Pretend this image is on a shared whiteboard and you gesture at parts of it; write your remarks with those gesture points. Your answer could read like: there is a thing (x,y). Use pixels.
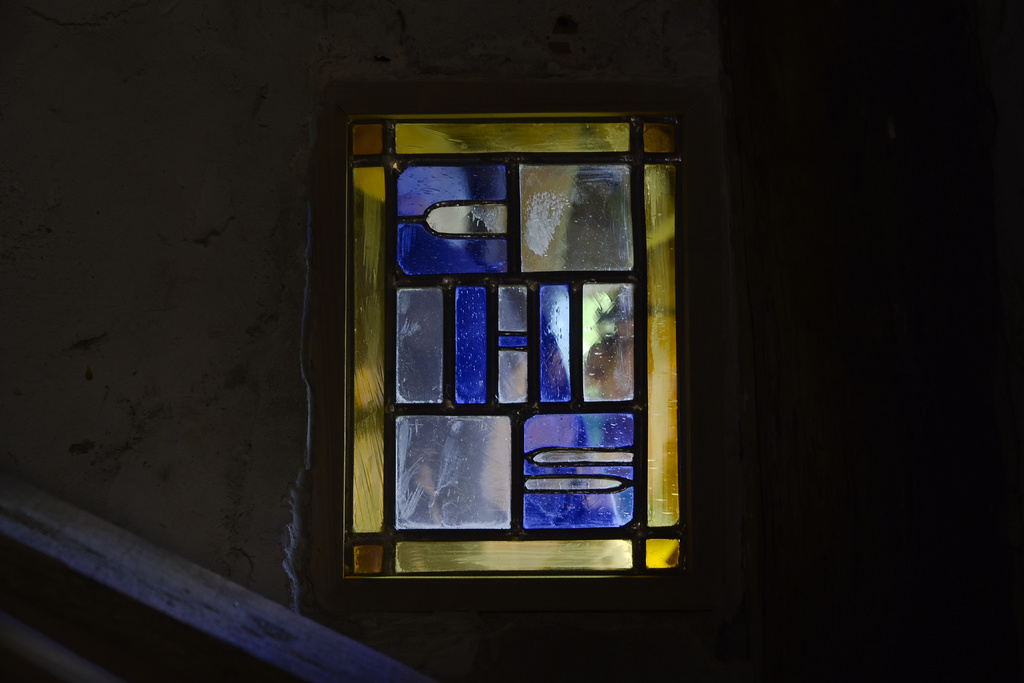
In this image we can see a window (417,321) with glass (406,308). On the left side (206,422), we can see a wall (231,415). On the right side (941,321) the image is dark.
